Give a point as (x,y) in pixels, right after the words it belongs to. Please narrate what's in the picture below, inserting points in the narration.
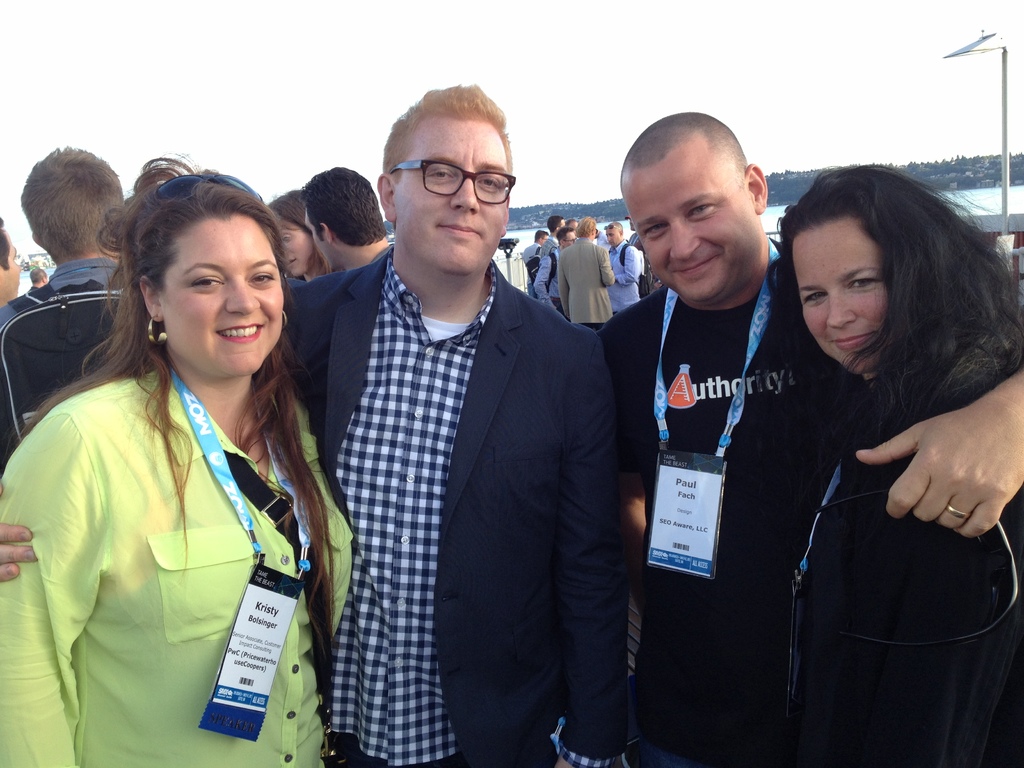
In this picture in the front (471,434) there are persons (500,438) standing and smiling. In the background (612,262) there are persons (612,262) standing, there is a pole (1005,125) and there is water (988,194) and there are trees (979,164).
